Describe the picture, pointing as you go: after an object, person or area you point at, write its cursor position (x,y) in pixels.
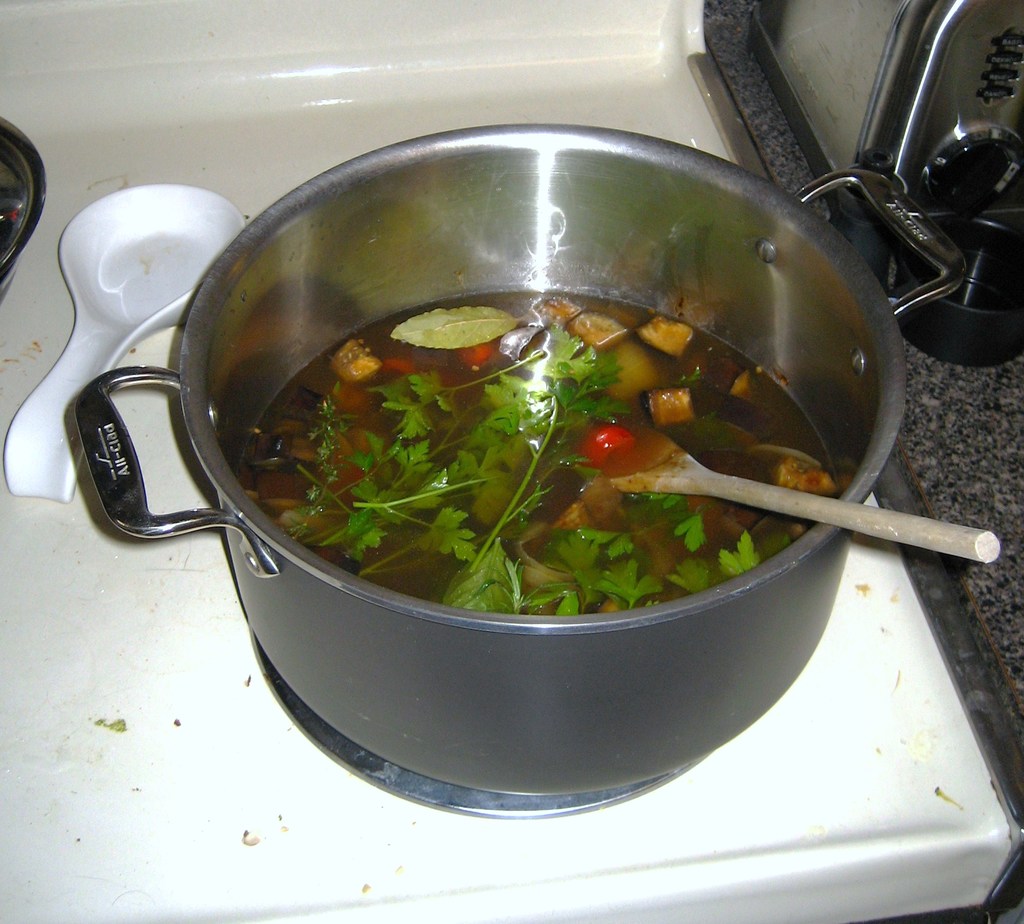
In this image i can see a bowl (783,350) with a soup (654,457) and spoon (684,488) in it. In the background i can see a stove (4,775) and a spoon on the stove (73,742).
